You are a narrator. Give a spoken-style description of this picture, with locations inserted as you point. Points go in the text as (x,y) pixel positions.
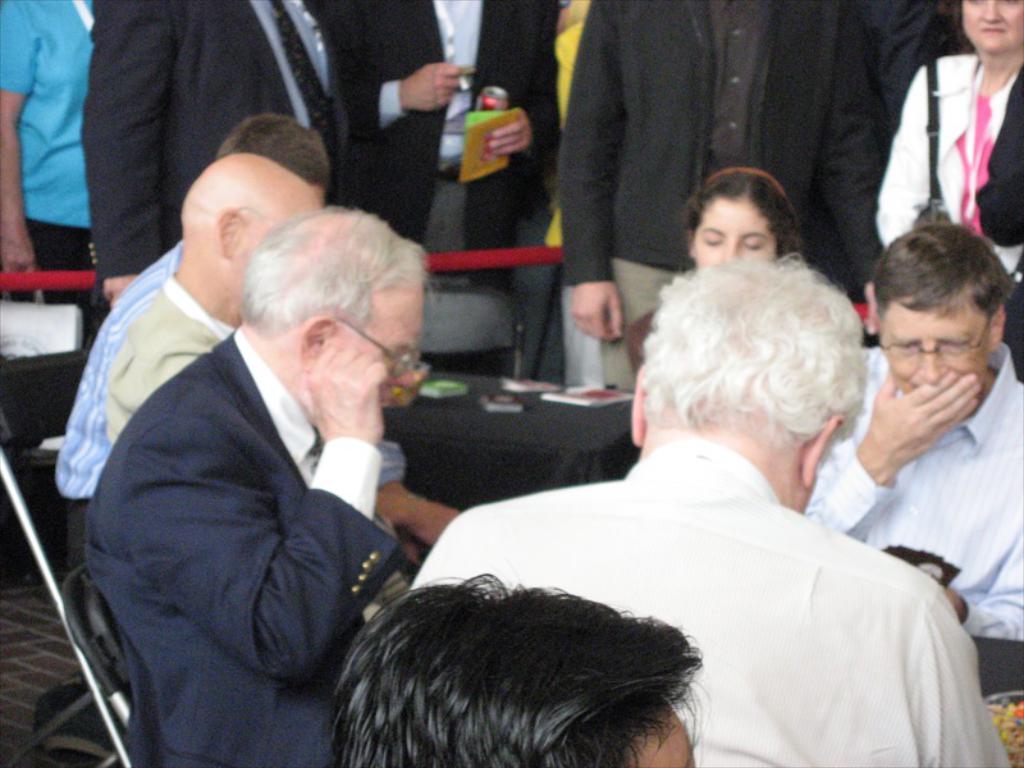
This image consists of tables (575,434) and chairs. People (297,482) are sitting on chairs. On the table (522,453) there are books (566,390). There are some people (438,169) standing at the top (584,59).
